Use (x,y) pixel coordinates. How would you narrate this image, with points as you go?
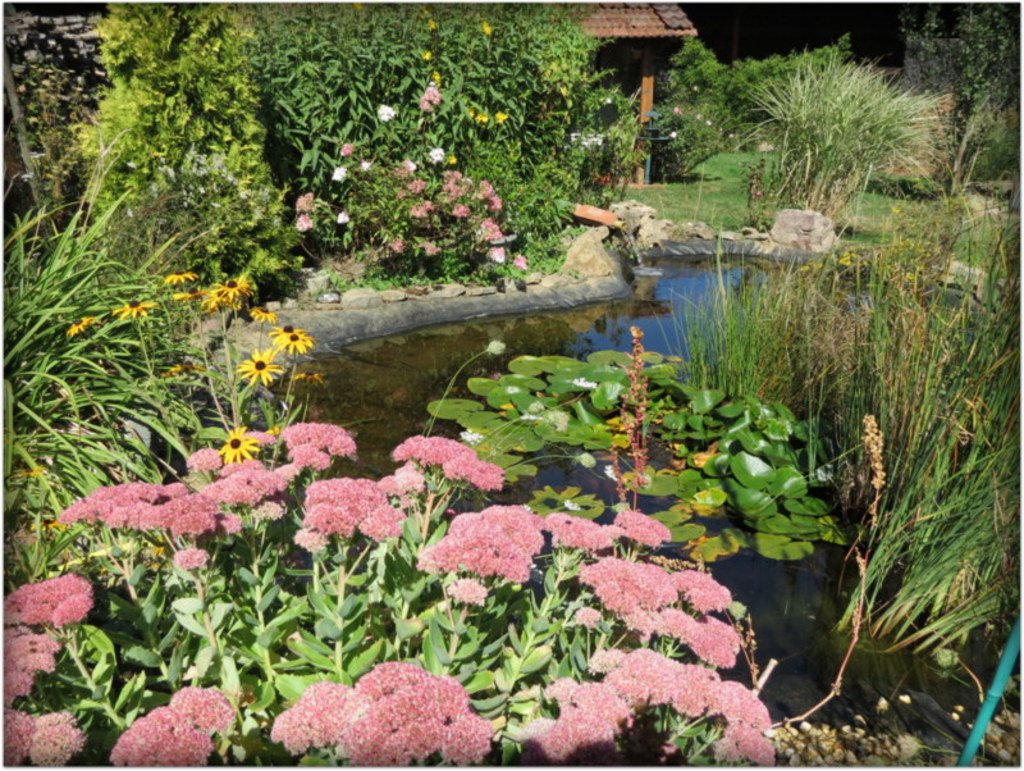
In this picture I can see few trees (556,90) and few plants (352,82) with flowers (374,749) and looks like a house (605,68) in the back (633,78) and I can see grass (867,199) on the ground (927,209) and I can see water (515,335).
